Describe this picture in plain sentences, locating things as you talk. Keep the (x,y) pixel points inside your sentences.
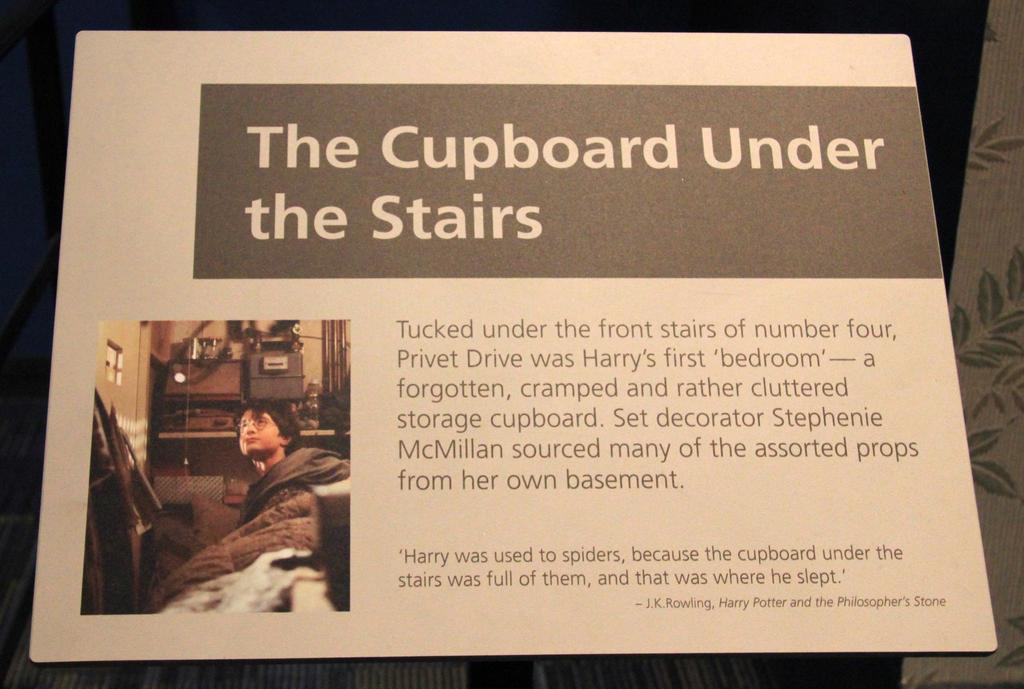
This picture is mainly highlighted with a board (580,81) and we can see some information. We can see a person (300,463) wearing spectacles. In this picture we can see the wall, few objects (247,579).
